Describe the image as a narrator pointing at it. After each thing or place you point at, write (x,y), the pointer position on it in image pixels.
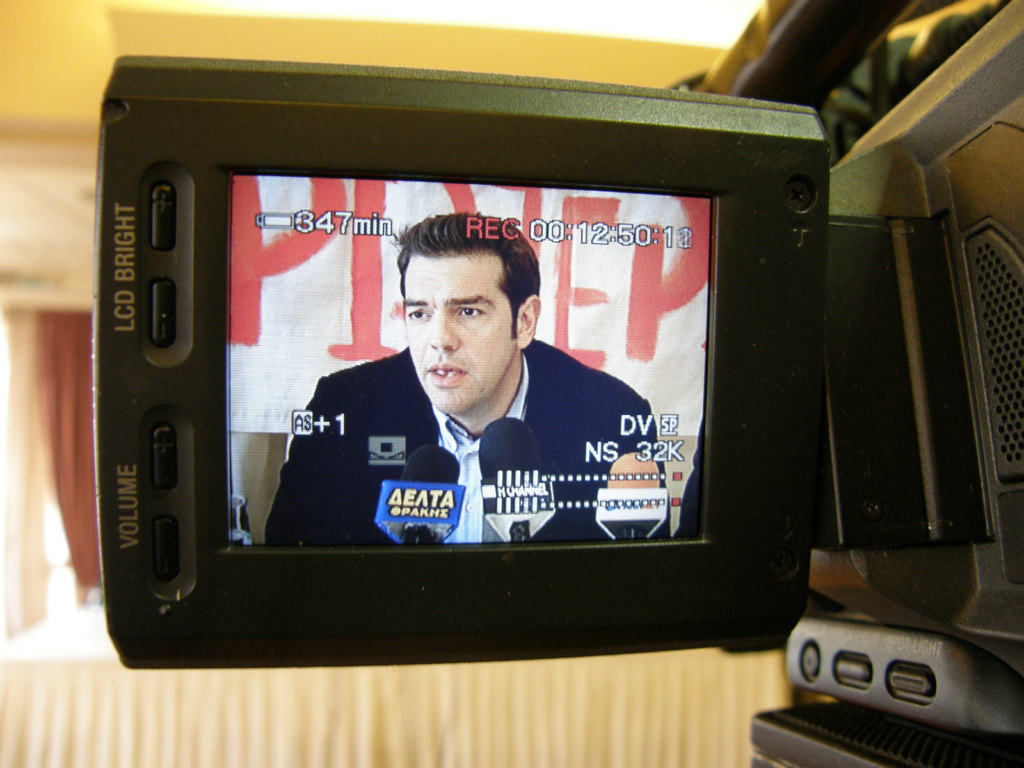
In this picture I can see a video camera (654,366). On the display (468,370) I can see a man (506,369) is wearing a coat (377,423). I can also see some microphones (515,492).
